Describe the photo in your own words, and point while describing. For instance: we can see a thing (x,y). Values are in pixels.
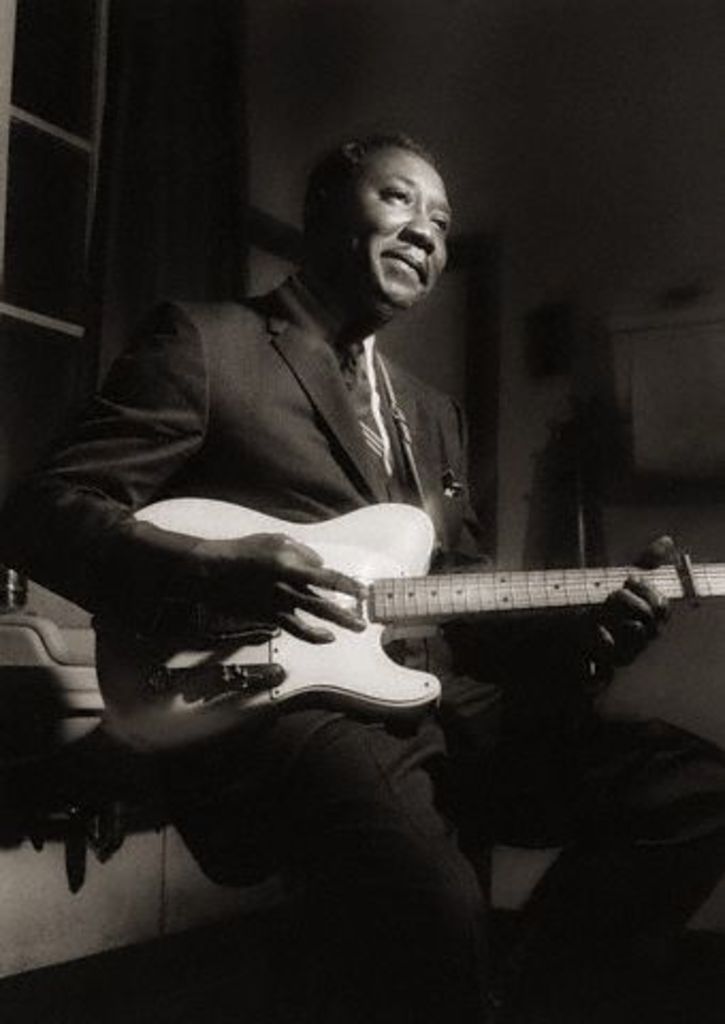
In this picture we have a man (400,272) who is wearing blazer (424,419) which is black in color and wears black trouser (420,799), he holds guitar (364,601) and he is playing it. He is sitting on some chair (33,739) and it looks like house (472,320).
